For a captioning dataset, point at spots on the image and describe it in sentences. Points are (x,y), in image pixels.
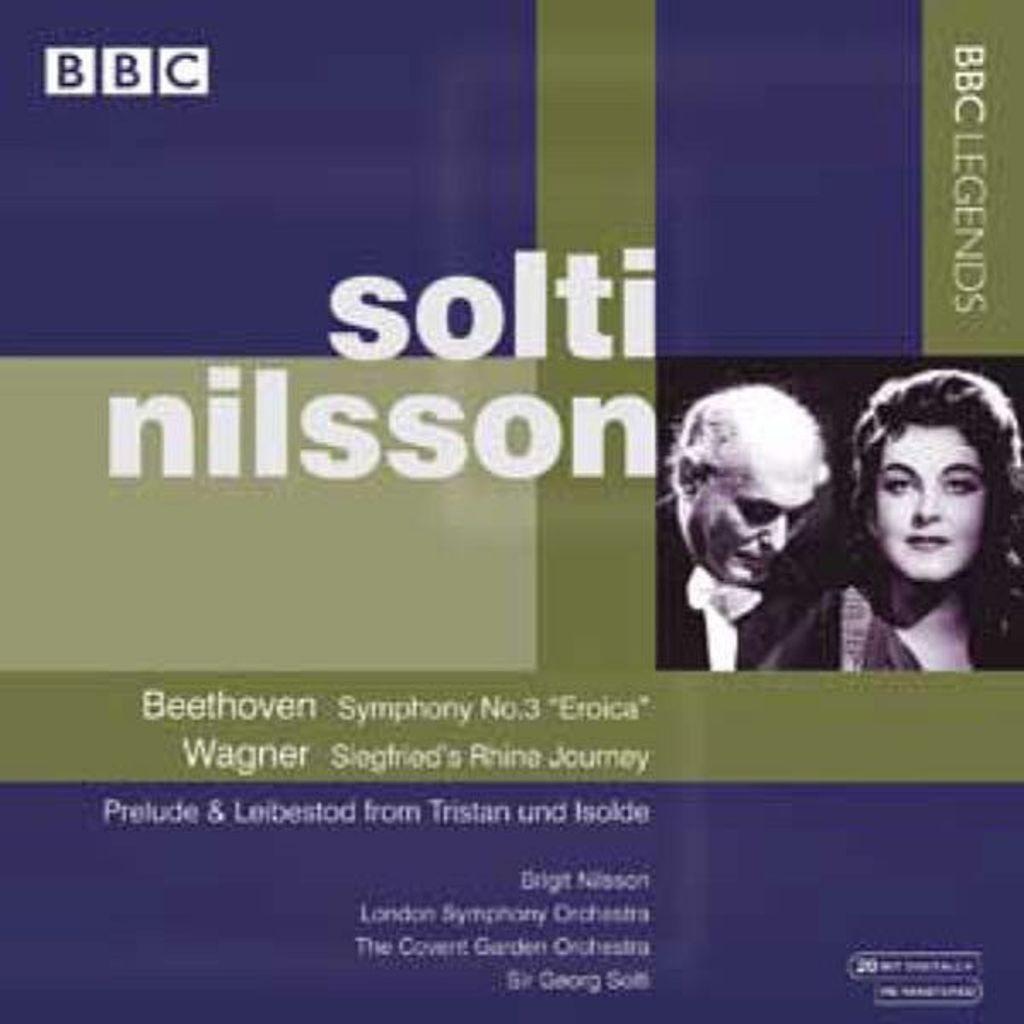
In the image in the center (397,412), we can see one poster (484,352). On the poster (506,587) we can see two persons (774,636). And we can see something written on the poster (93,274).
